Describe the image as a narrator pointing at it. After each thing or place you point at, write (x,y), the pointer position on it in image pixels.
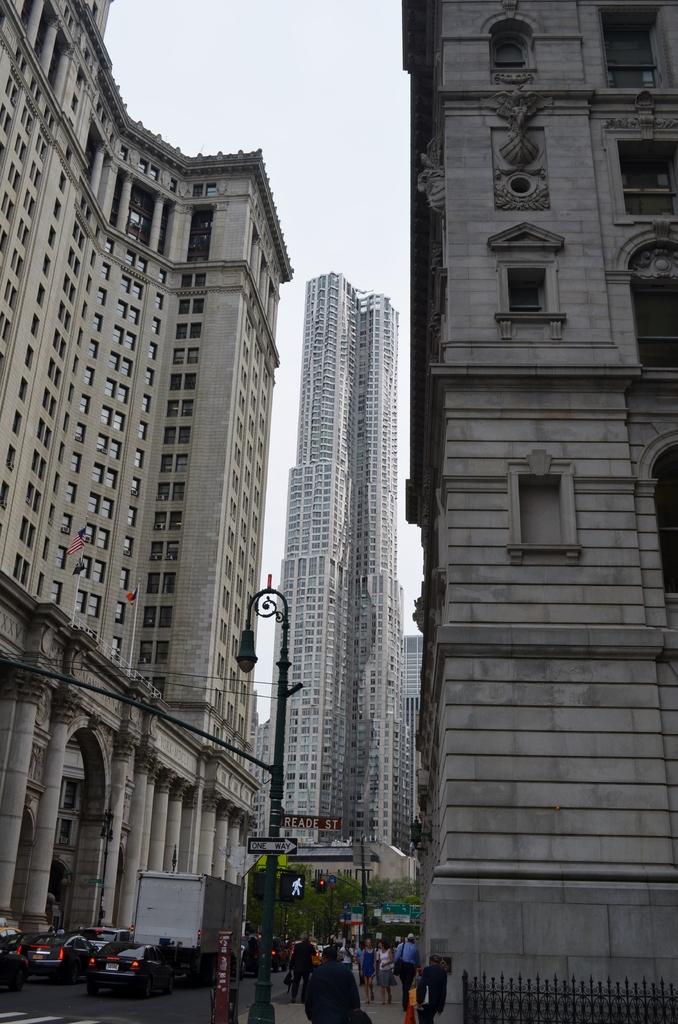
In this image we can see many buildings (312,438) with windows (385,430). At the bottom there is a light pole (279,679). Also there are many people (333,973) and there is a road (34,999) with many vehicles (200,927). In the back (312,891) there are trees (305,896). Also there is a traffic signal (290,881) with pole (362,893). In the background (339,74) there is sky (336,156).
